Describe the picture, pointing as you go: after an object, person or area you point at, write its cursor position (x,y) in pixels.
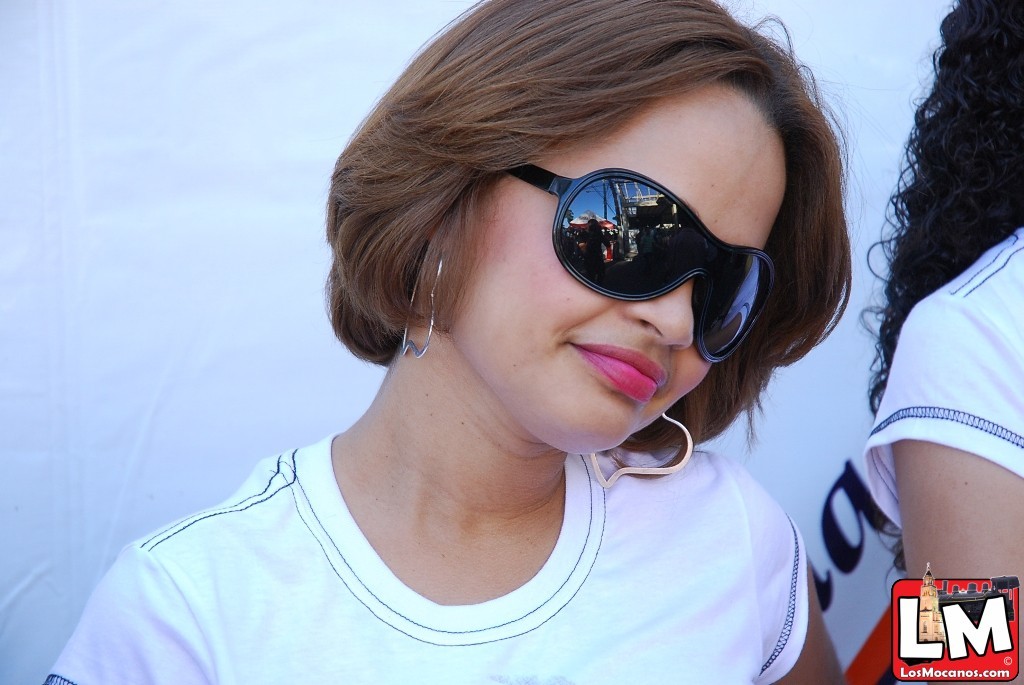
In this image, we can see people (535,272) and one of them is wearing goggles (661,277). In the background (867,573), there is a banner (182,317). At the bottom (936,624), we can see a logo (893,623).
